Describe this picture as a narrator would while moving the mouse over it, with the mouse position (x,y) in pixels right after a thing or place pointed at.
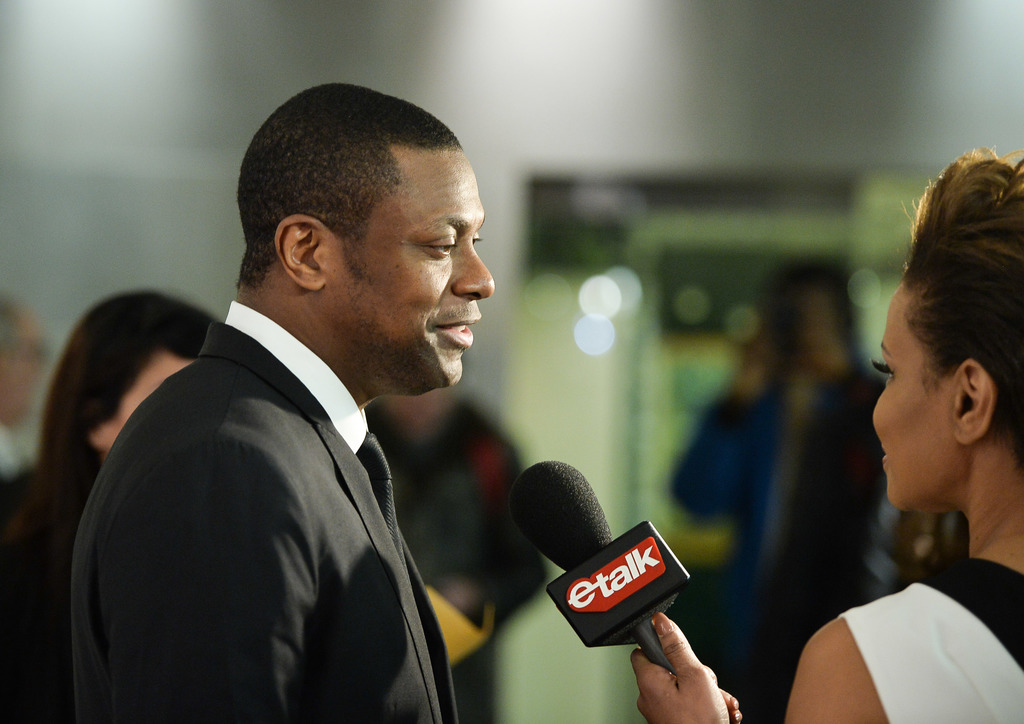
This is the man (218,556) wearing suit (292,495) and talking. Here is the woman (888,657) standing and holding the mike (635,594). At background (147,332) I can see few people (497,500) standing.
